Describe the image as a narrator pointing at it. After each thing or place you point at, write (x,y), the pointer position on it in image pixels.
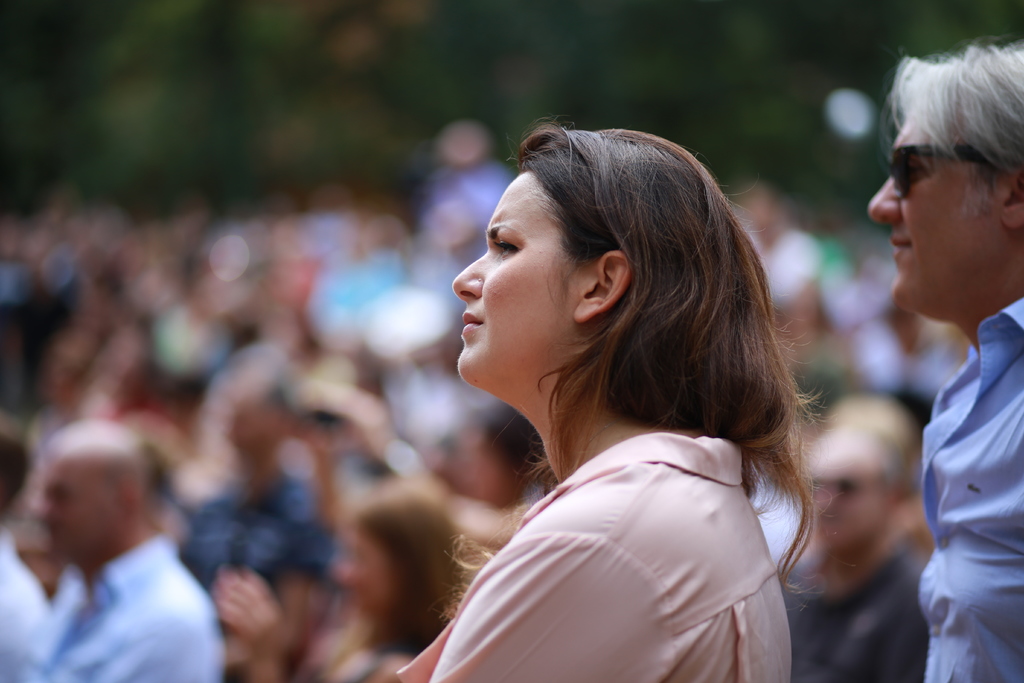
In this image we can see one man (1004,368) and woman (757,462) is present. Man (1001,394) is wearing blue color shirt (988,499) and the woman (572,557) is wearing pink color shirt (672,589). Behind people (225,355) are present.
